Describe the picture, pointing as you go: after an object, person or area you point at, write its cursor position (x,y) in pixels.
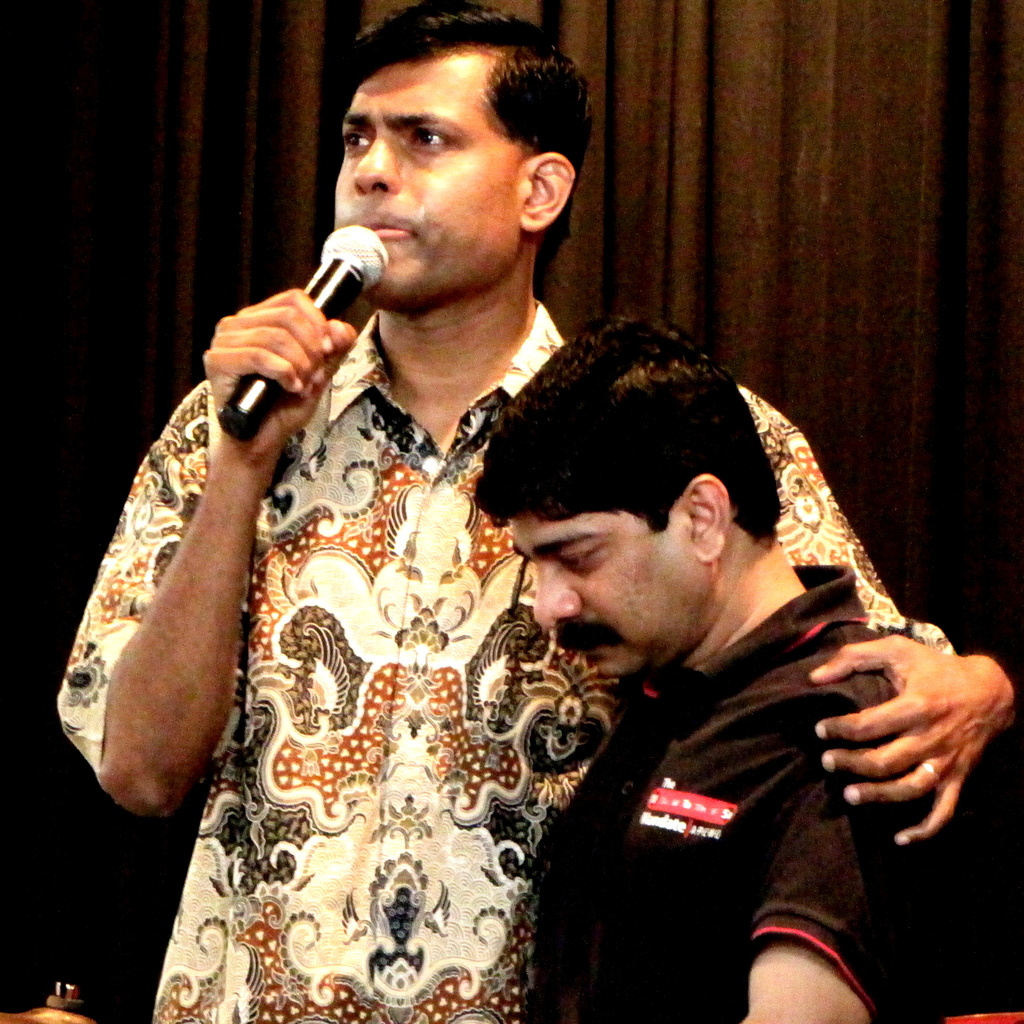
In this image we can see a man (223,530) wearing shirt (98,711) is holding a mic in his hands (242,371). This man (778,788) wearing black t shirt (853,782) is standing in front of him. In the background (747,244) we can see curtains (126,176).
